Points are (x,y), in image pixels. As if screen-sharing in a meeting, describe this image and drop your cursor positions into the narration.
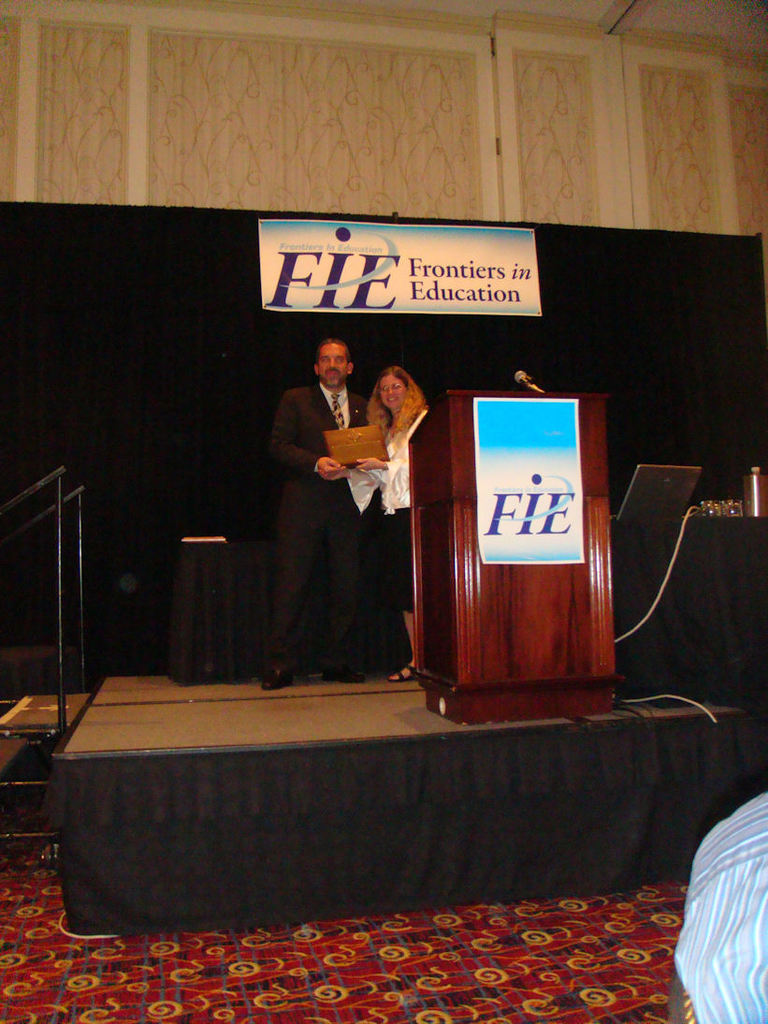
Here we can see a man (345,539) presenting a award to a woman (388,428). This is a table (750,562) which is covered with black cover (730,591) where a laptop (672,501) and a bottle (763,476) are kept on it.
